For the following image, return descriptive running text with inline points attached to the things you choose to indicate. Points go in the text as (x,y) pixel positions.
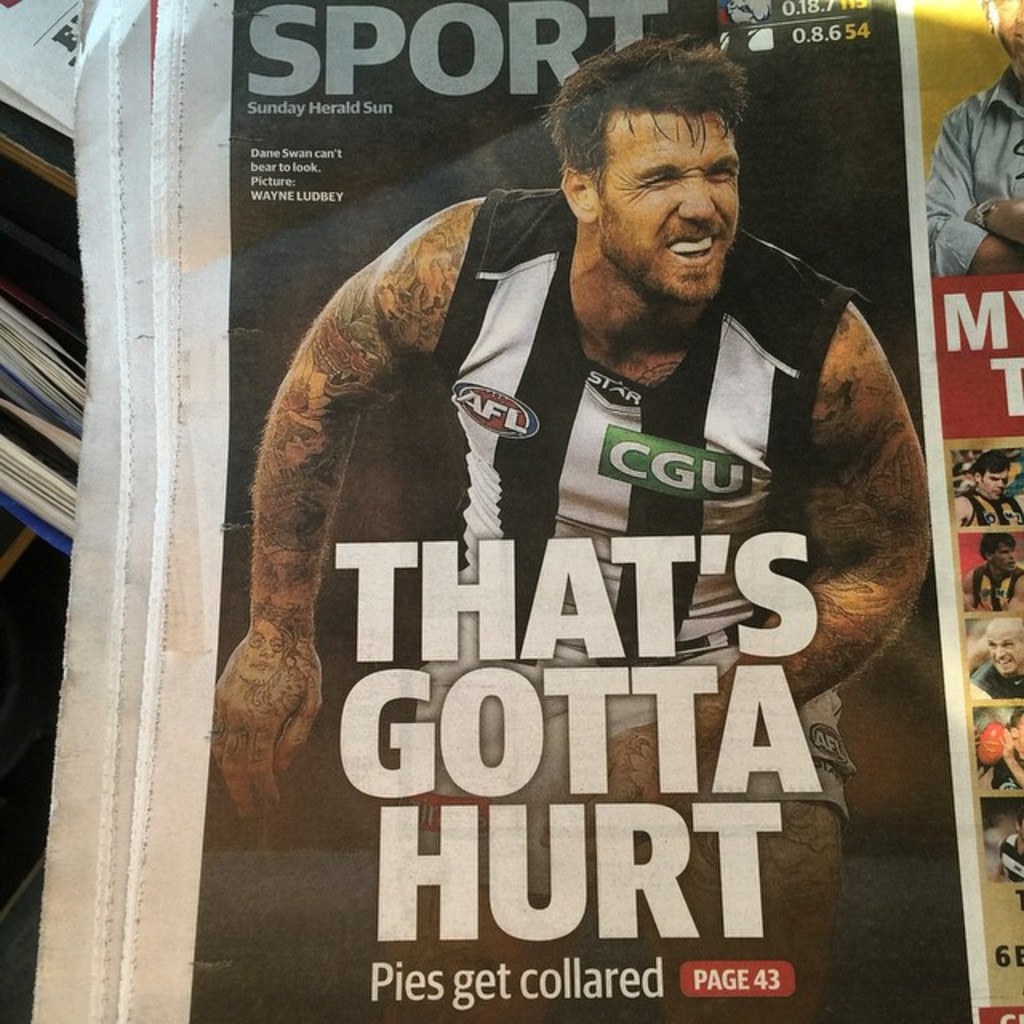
In this picture there are group of people (640,245) and there is a text (515,727) on the news paper (513,831). On the left side of the image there are books (51,361) and papers (88,273).
